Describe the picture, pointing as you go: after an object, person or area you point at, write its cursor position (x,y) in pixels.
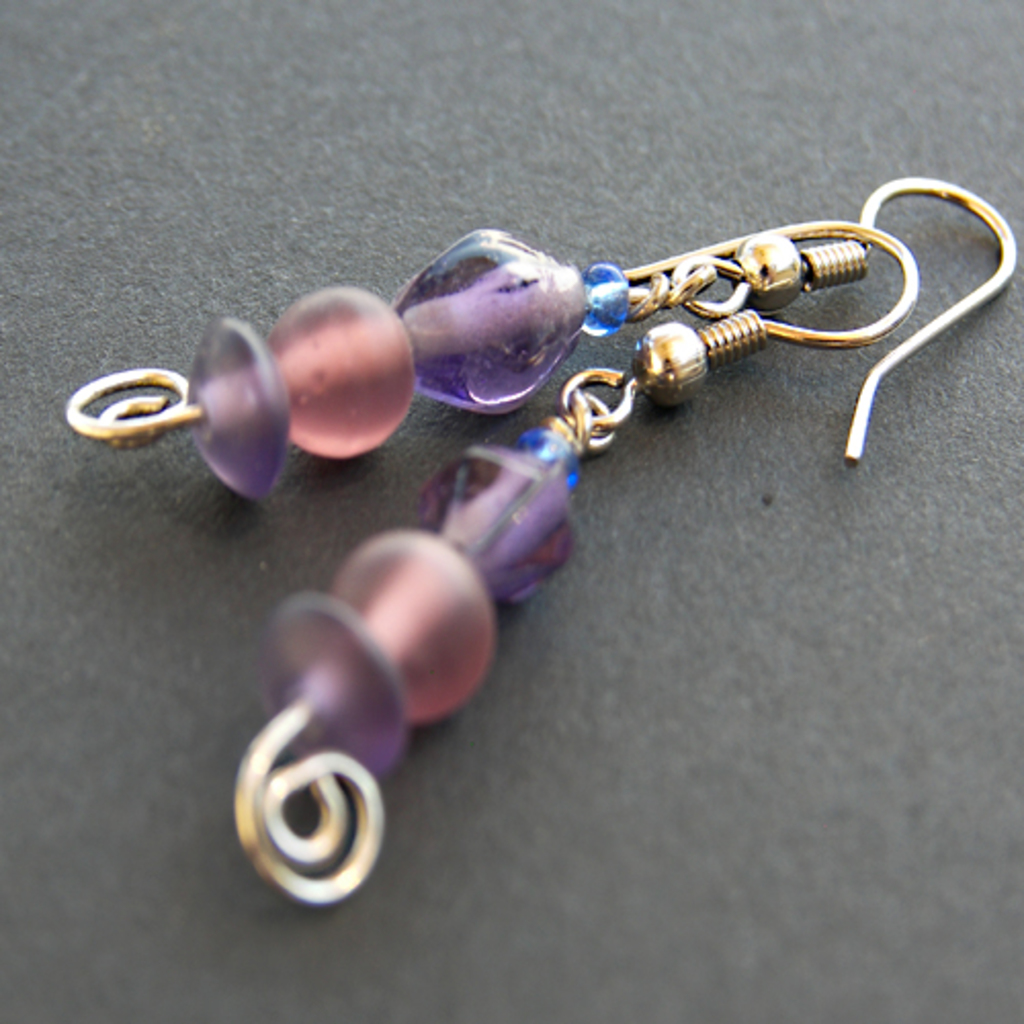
This picture contains two long bead earrings (349,309). In the background (447,444), it is black in color.
